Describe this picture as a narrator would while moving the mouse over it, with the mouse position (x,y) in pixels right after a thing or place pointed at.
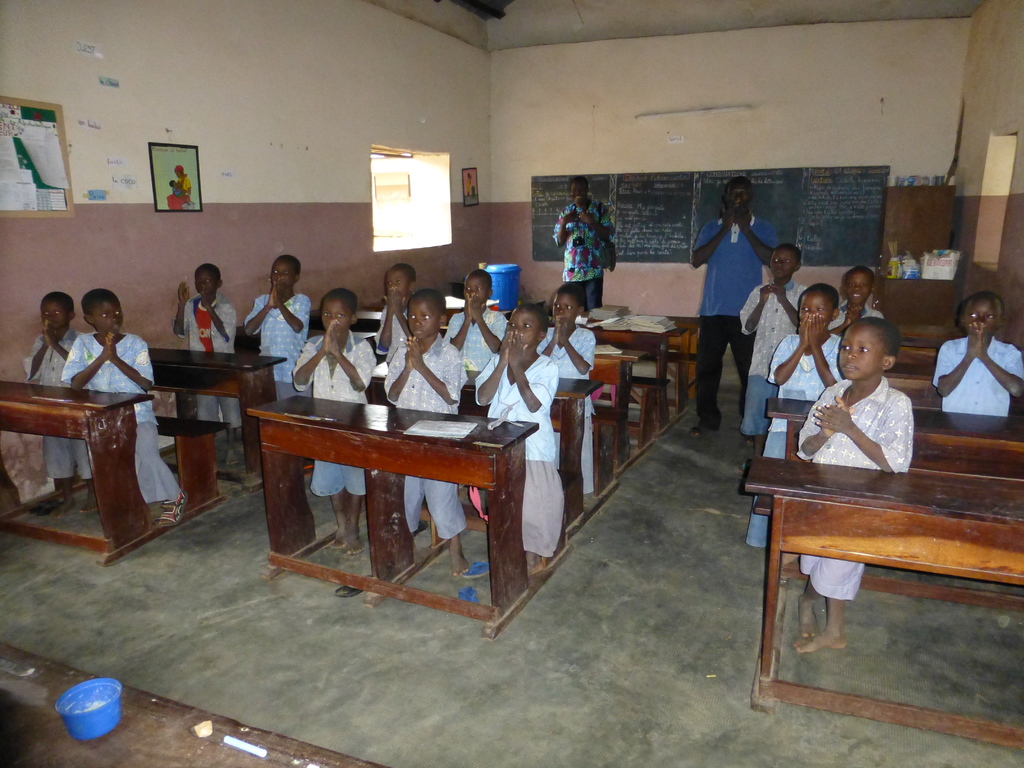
In this image, There are some tables (346,455) which are in brown color, There are some kids (471,343) standing behind the tables (673,367), There is a man (732,285) standing in the middle of the tables (675,403), In the background (696,233) there is a black color board (686,214) and there is a wall (823,142) in white color, In the left side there is a window (421,206) in white color, There some picture (180,194) on the wall (127,158).
